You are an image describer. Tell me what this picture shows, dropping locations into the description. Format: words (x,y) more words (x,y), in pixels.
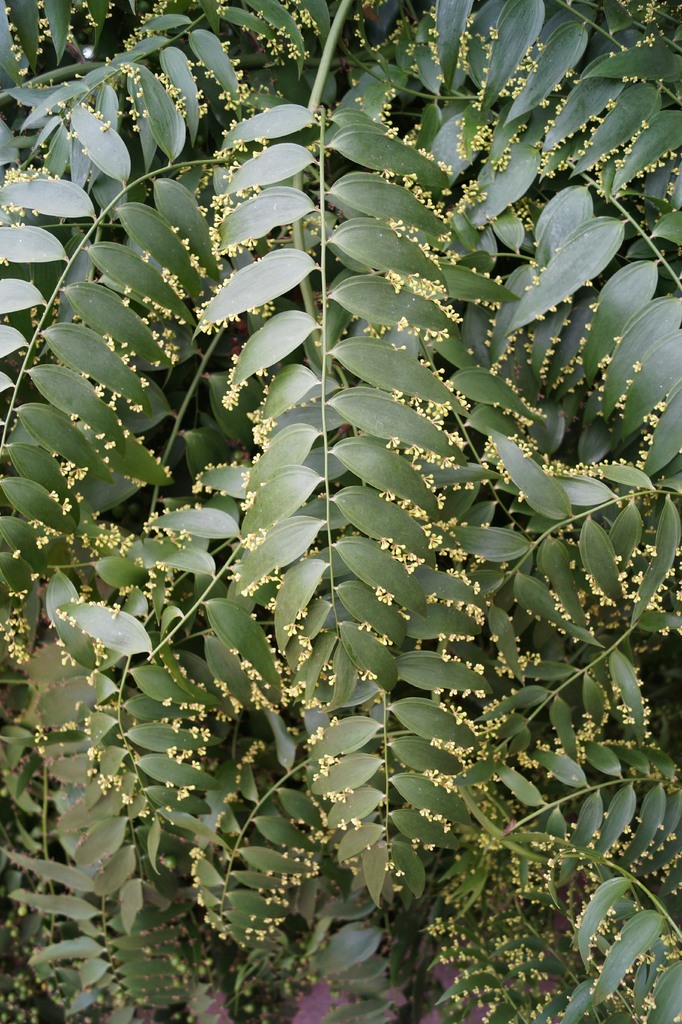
In this image we can see tree (289,399).
